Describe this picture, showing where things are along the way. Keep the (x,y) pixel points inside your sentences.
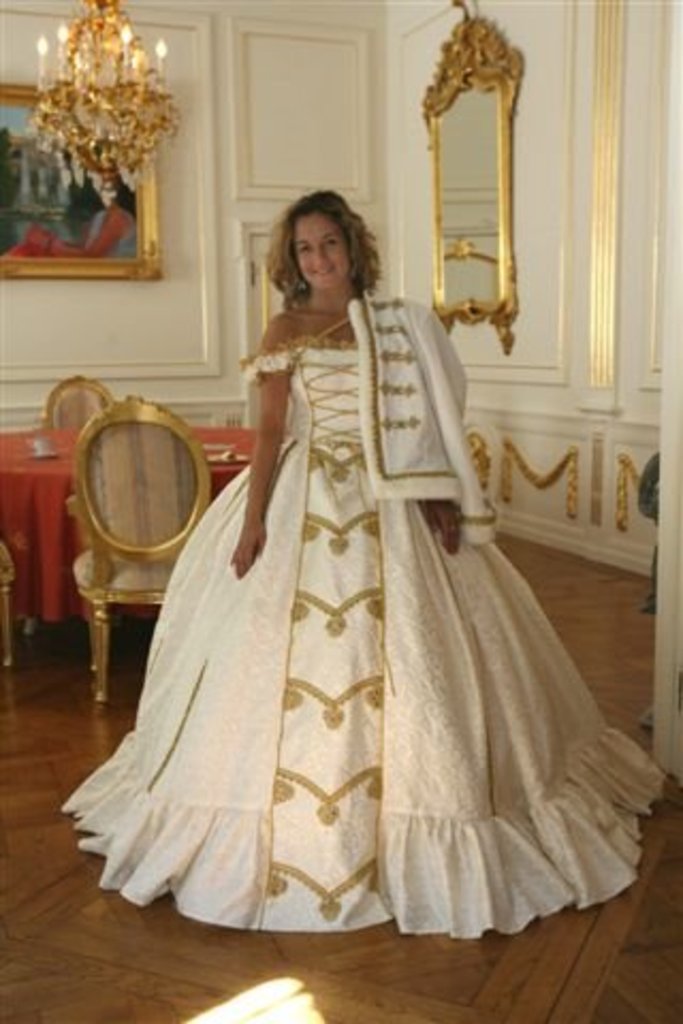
In this image there is a woman (380,521) standing in the center (320,578) wearing a white colour dress (320,578) and smiling. In the background (65,487) there is a table (68,471) covered with a red colour cloth (33,505) and there are chairs (125,462). On the right side of the wall (517,213) there is a mirror (499,198) and on the left side (122,258) there is a frame (105,262) on the wall (173,258) and there is the chandelier (107,71) hanging.
